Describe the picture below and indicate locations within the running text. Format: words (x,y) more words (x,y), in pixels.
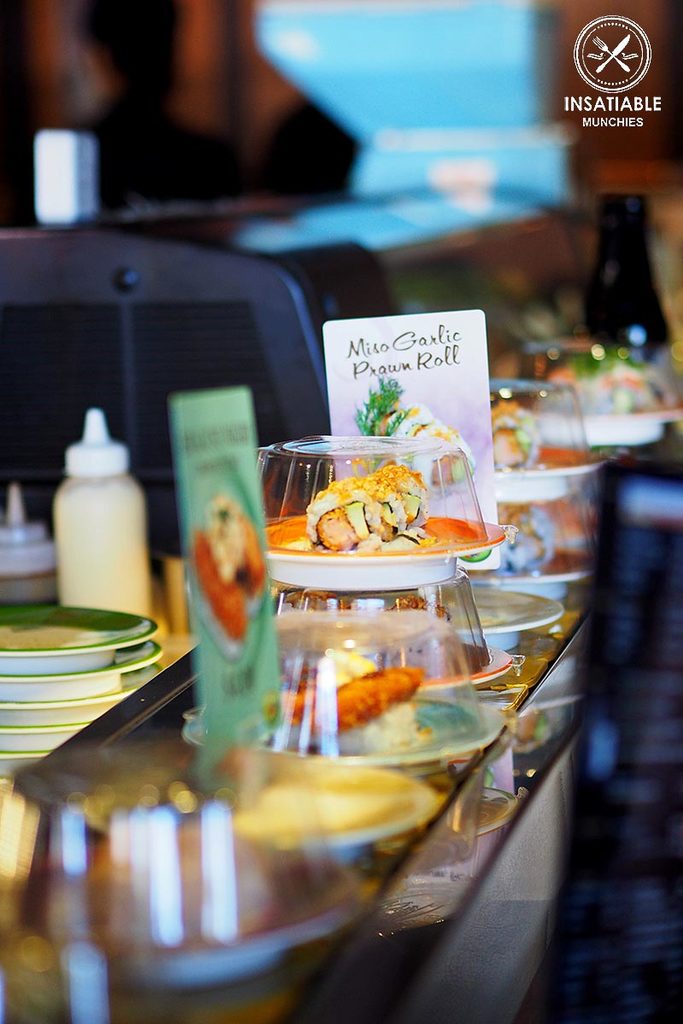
Here we can see few plates (76,643) behind it there is a bottle (103,517). And these are all some bowls (375,573) in which inside there is food item (377,501).
